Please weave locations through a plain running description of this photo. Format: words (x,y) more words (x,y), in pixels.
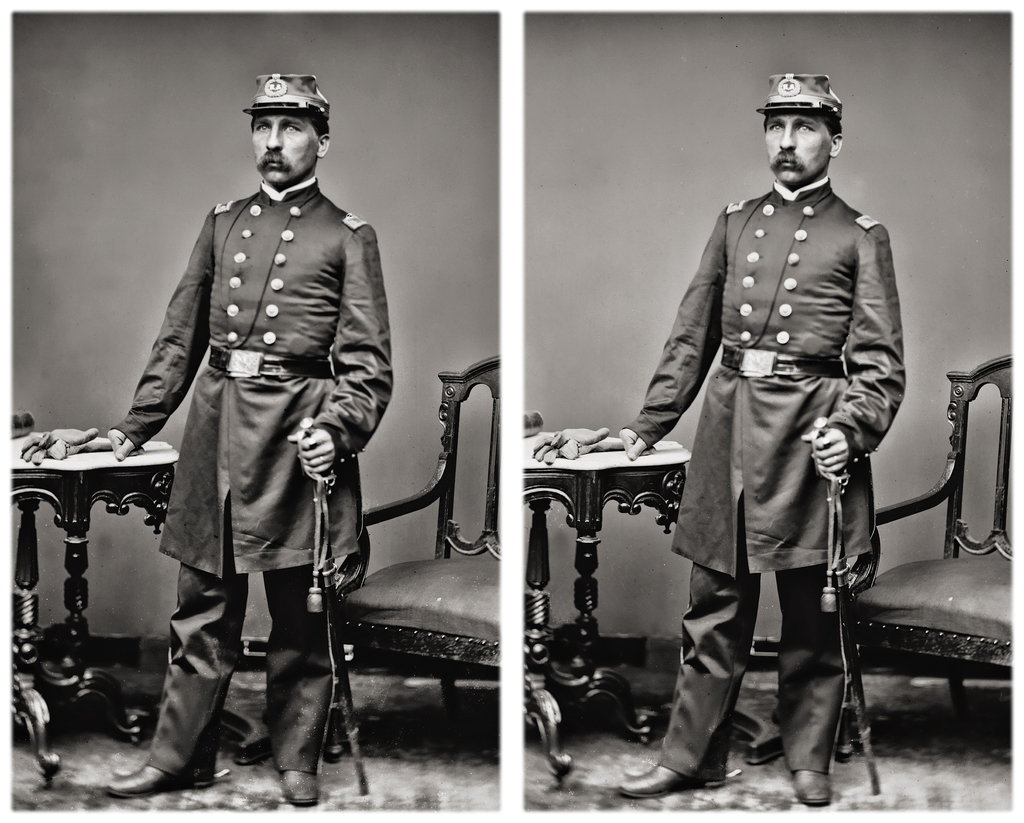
It is the collage image, there are two similar types of pictures kept one beside another and in the picture there is a man (260,277) standing beside a chair (454,440) by keeping one of his hands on a table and behind the man (258,242) there is a wall (419,404) and he is holding a weapon (338,675) with his other hand (311,470).
